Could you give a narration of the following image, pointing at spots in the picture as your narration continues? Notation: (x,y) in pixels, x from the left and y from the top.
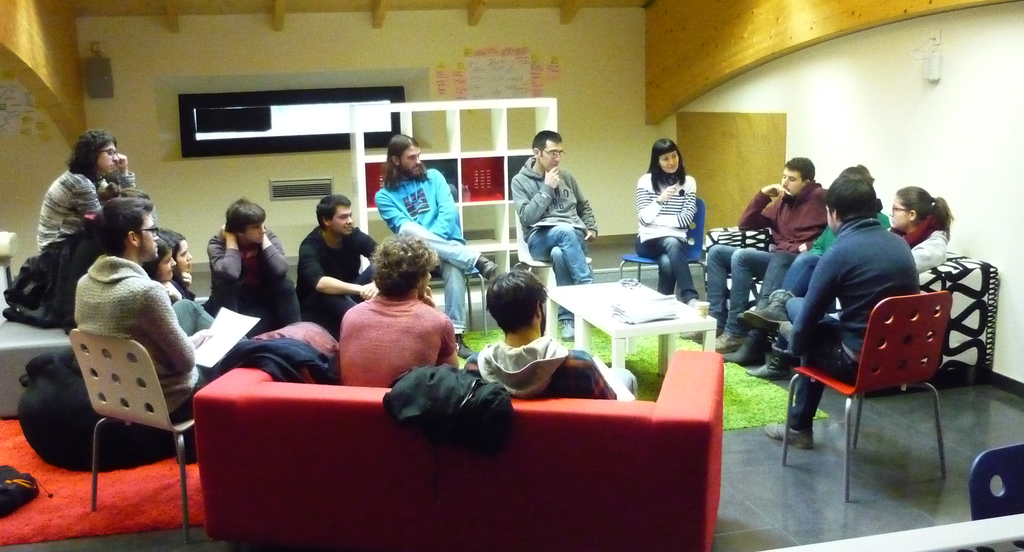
In this picture we can see group of people (187,268), they are all sitting and few people (498,274) holding papers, in front of them we can see a cup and other things (639,305) on the table (621,331), in the background (499,160) we can see racks (462,157).
